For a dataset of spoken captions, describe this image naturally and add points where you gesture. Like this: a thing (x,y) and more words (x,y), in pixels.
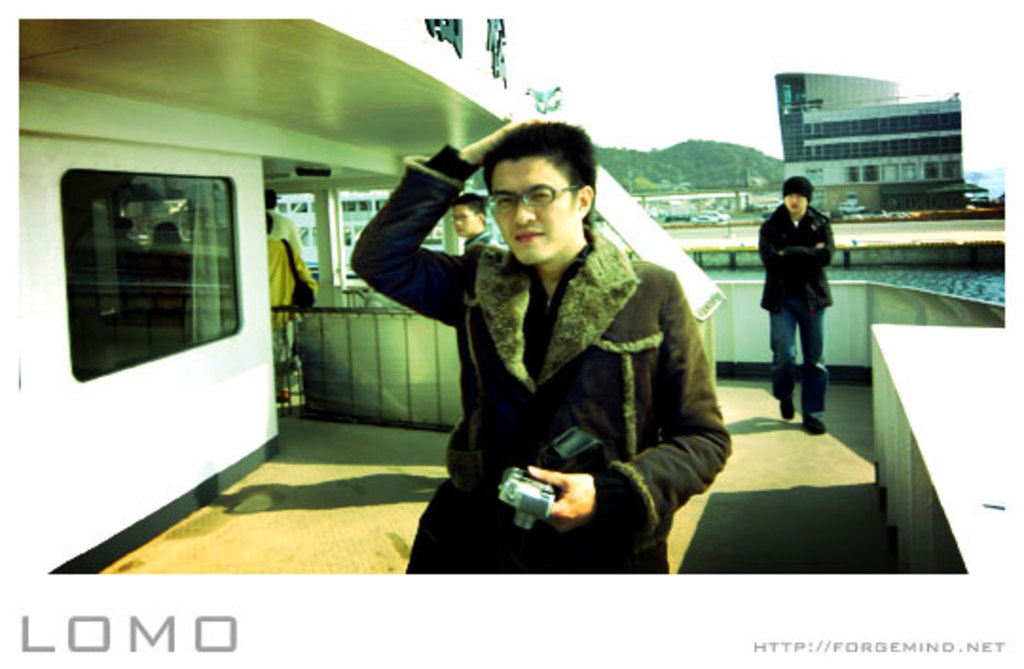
In the middle (568,344) a man (513,428) is walking he wore a coat (638,335), spectacles (539,204). In the right side (843,142) there are buildings (835,175).
